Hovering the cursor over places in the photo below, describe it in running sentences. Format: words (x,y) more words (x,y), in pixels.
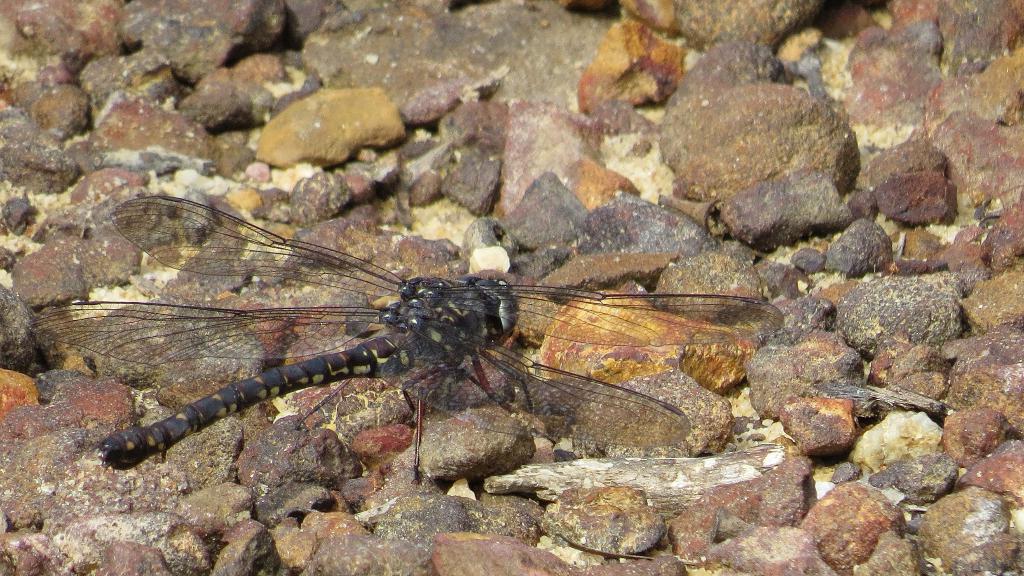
In this image in the center (367,365) there is an insect (357,356) and there are stones (628,109).
